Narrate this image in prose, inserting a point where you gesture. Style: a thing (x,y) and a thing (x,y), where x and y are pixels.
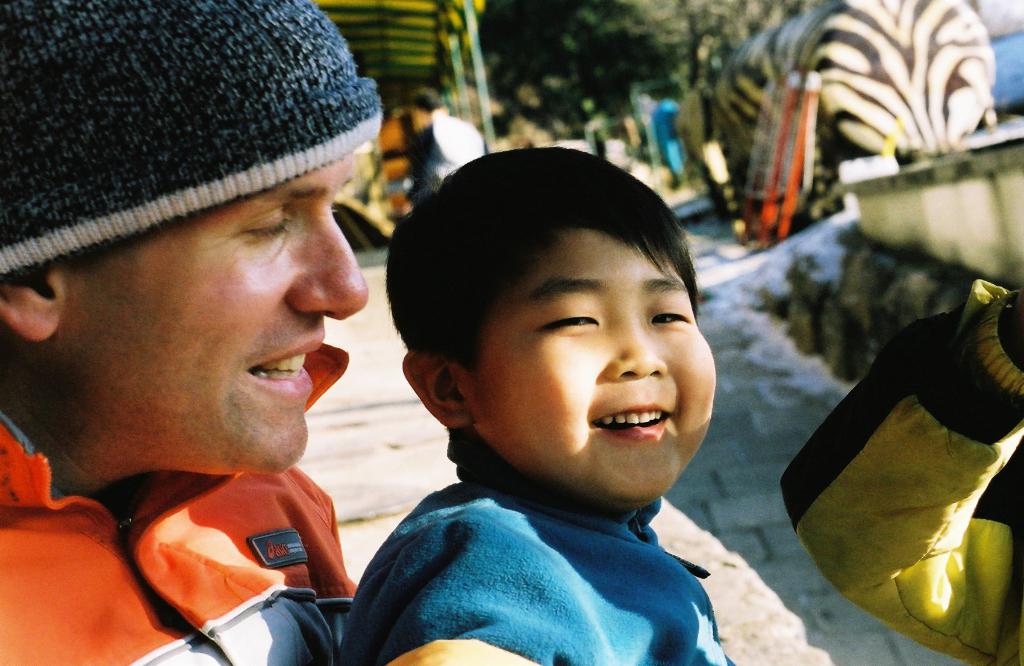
In this image I can see a man (196,239) and a boy (427,329) in the front (453,258). In the background (641,89) I can see few trees (507,16), few stuffs (396,145) and I can see image is little bit blurry in the background (725,92). In the front (503,366) I can see smile on their faces (216,332) and I can see both of them are wearing jackets (317,599).
